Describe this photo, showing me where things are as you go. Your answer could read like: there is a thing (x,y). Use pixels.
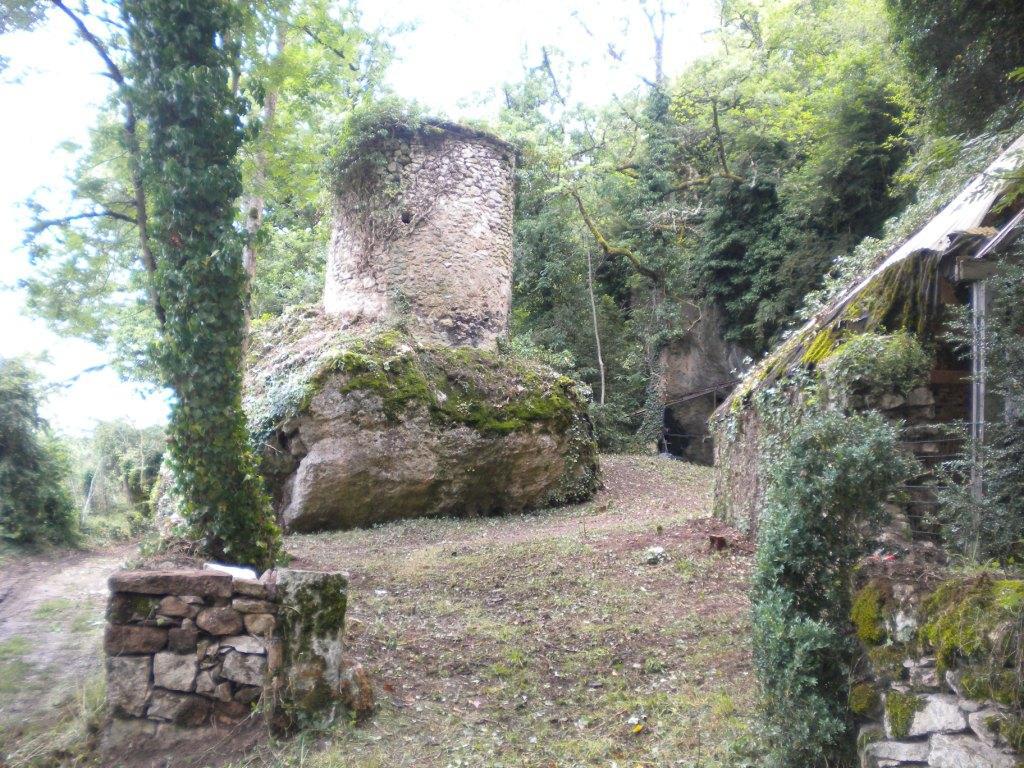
In this image there are rocks (329,611). In the center of the image (377,290) there is a stone structure (421,231). On the right side of the image there is a hut (864,397). There are plants (891,389). In the background of the image (519,214) there are trees (544,139) and sky (18,117).
